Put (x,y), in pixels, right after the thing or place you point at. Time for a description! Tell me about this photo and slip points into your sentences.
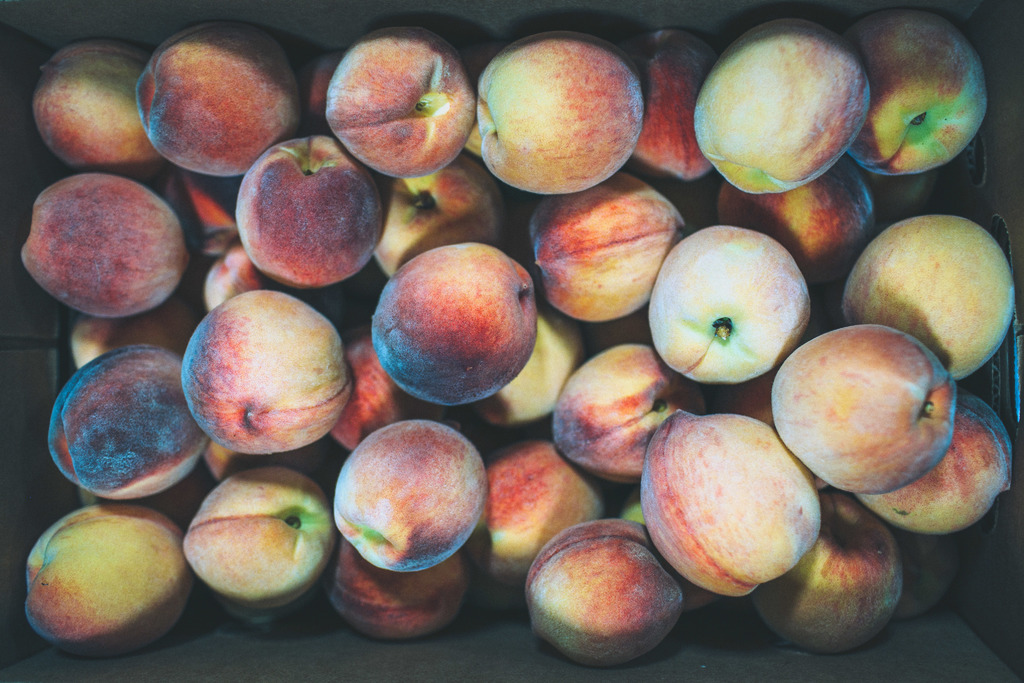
In this image I can see number of fruits (692,106).
